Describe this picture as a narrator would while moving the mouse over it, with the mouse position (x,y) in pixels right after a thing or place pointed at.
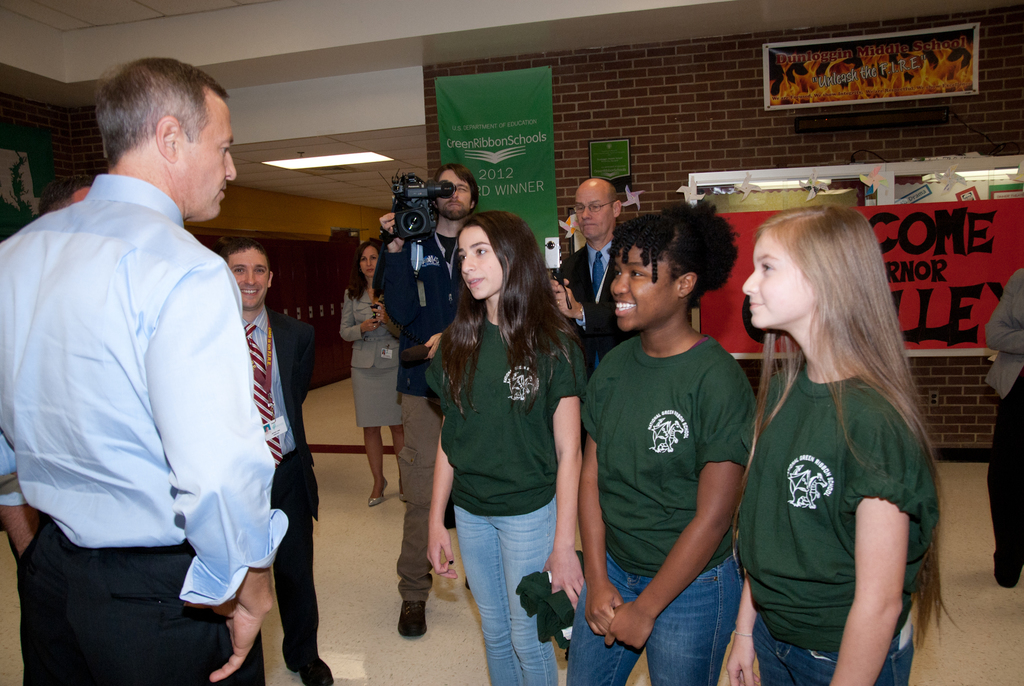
A person (59,220) is standing at the left (113,334) wearing a blue shirt (143,338) and black pant (214,631). 3 people (446,410) are standing wearing green t shirts (484,423) and jeans (509,553). A person (386,287) is holding a camera (402,195). There are other people (1010,482) and there is a brick wall (647,131) at the back (825,100) on which there are banners (865,61).
